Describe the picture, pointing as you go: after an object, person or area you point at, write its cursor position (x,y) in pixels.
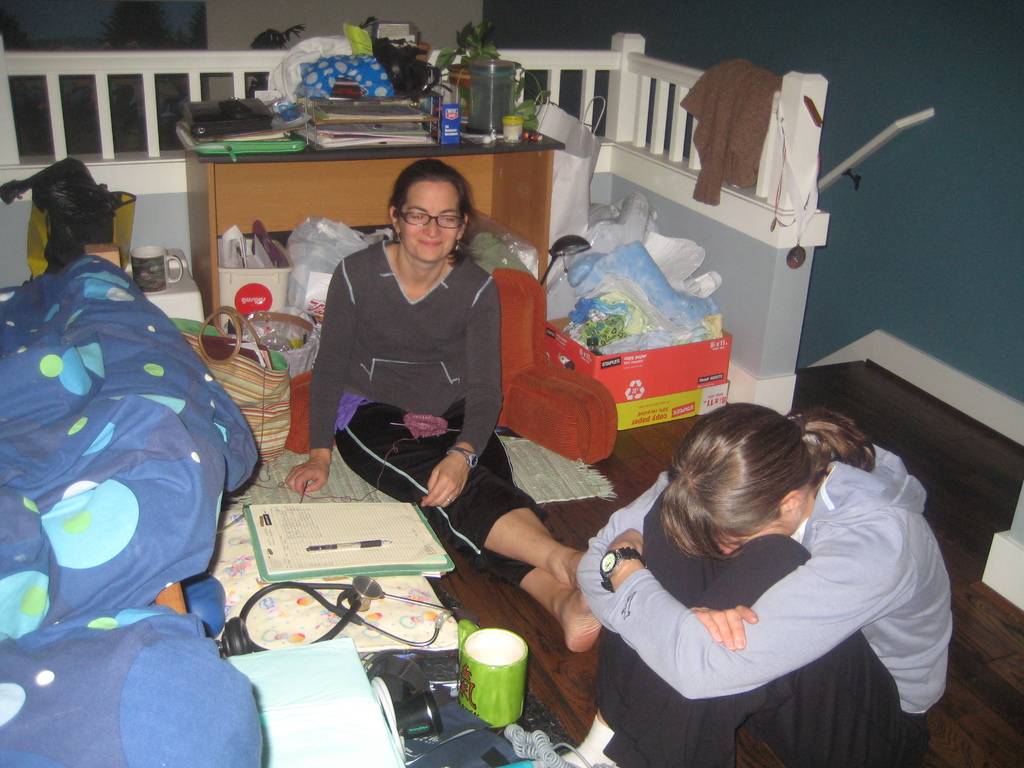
In this picture, we see two women (657,483) are sitting on the wooden floor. Beside them, we see book (350,555), pen (344,550), cup (504,686), stethoscope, plastic covers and some objects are placed. Behind her, we see plastic bags (311,293) which are placed under the table (241,177). On the table (311,172), we see books (349,116), files (366,105) and some other objects (474,91) are placed. On the right side (754,197), we see a wall (762,321) and a railing (733,198). We even see a carton box (659,350) with some items (587,266) are placed beside the table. On the left side (136,564), we see the person (125,430) is sleeping. We even see a blue blanket (141,502). Beside that, we see a basket (242,365). In the background (269,27), we see flower pots (276,40) and a wall (238,41).
